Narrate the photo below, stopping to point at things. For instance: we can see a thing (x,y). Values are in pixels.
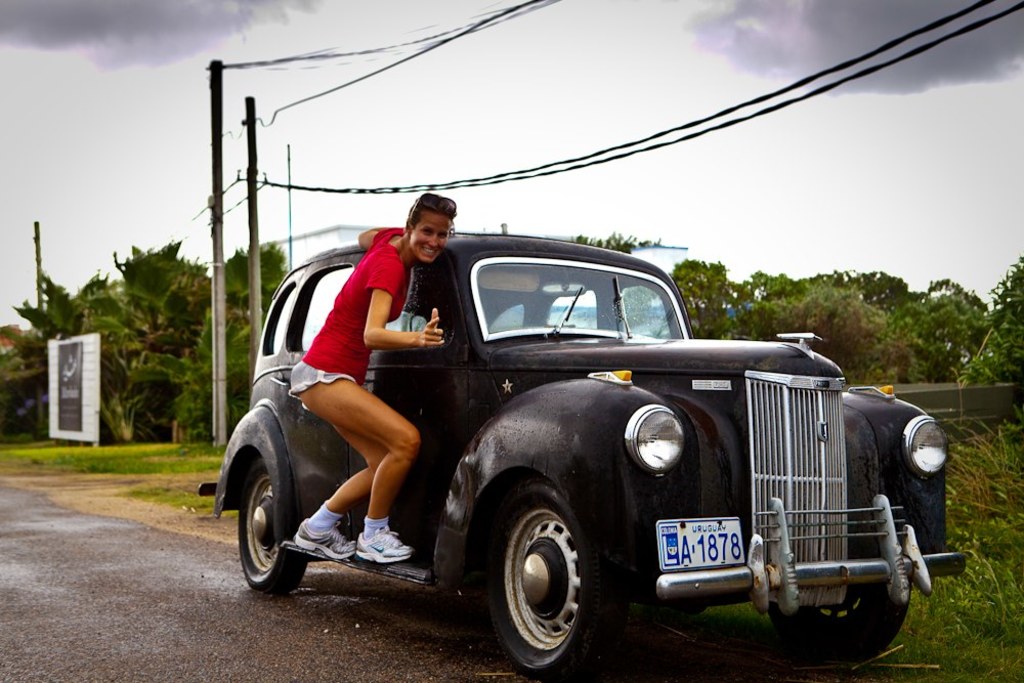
In the center of the image (374,327) we can see a woman (390,314) standing on the side of the car (286,500) placed on the ground (312,618). In the background (75,407), we can see a board (86,389) with some text (66,378), a group of plants (145,333), trees (762,313), poles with cables (351,190), a building (667,264) and the cloudy sky (704,100).
